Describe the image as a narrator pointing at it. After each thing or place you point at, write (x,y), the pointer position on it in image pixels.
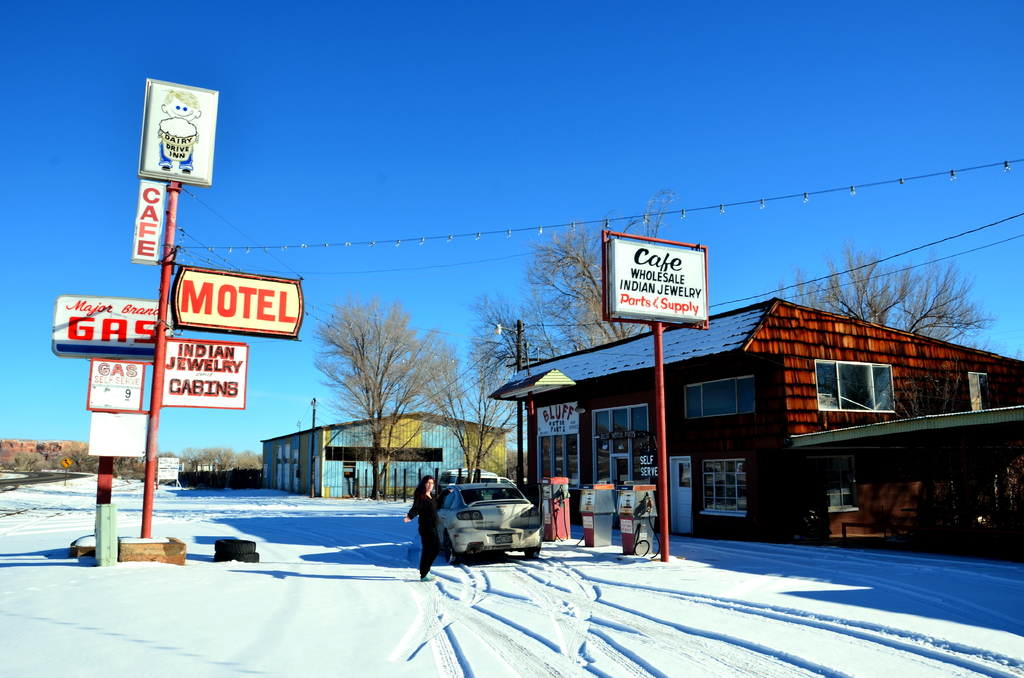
In the image we can see everywhere there is a snow (400,580), white in color. We can even see a vehicle (474,531) and a person (426,502) standing, wearing clothes (433,539). Here we can see electric wires (238,252), poles (166,242) and boards (139,330). We can see houses (774,462), electric poles (523,363), trees (451,426) and the sky (446,134).
